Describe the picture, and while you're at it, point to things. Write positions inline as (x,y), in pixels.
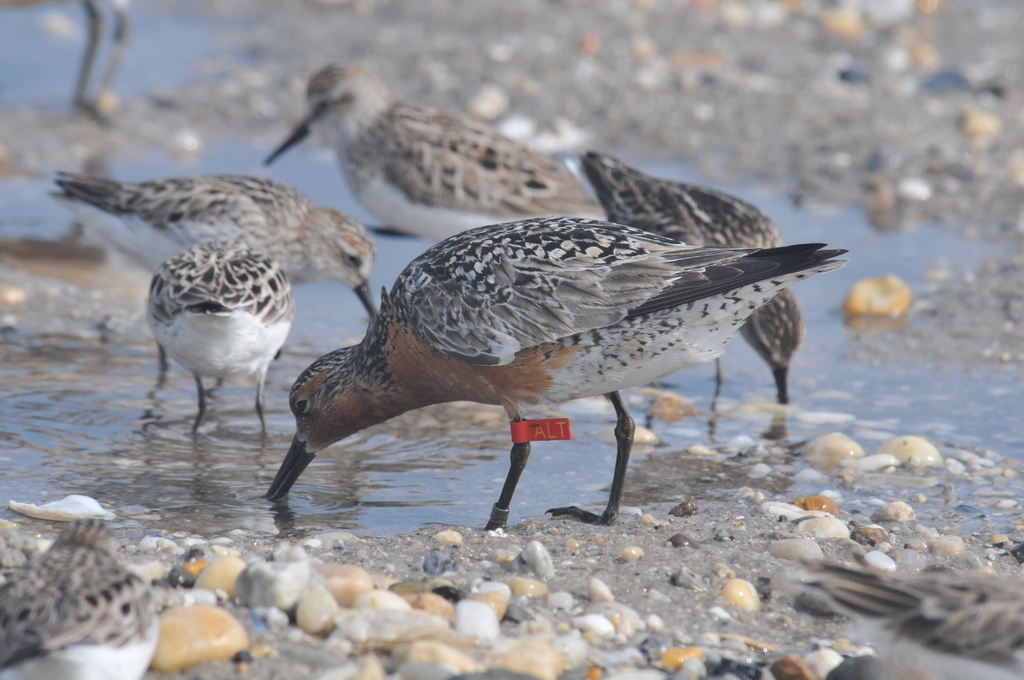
In this picture I can see there are few birds (528,164) drinking water (238,472) and there is soil (549,536), stones (335,656), pebbles (488,638) and there is a red color bandage (532,429) on the bird's leg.
